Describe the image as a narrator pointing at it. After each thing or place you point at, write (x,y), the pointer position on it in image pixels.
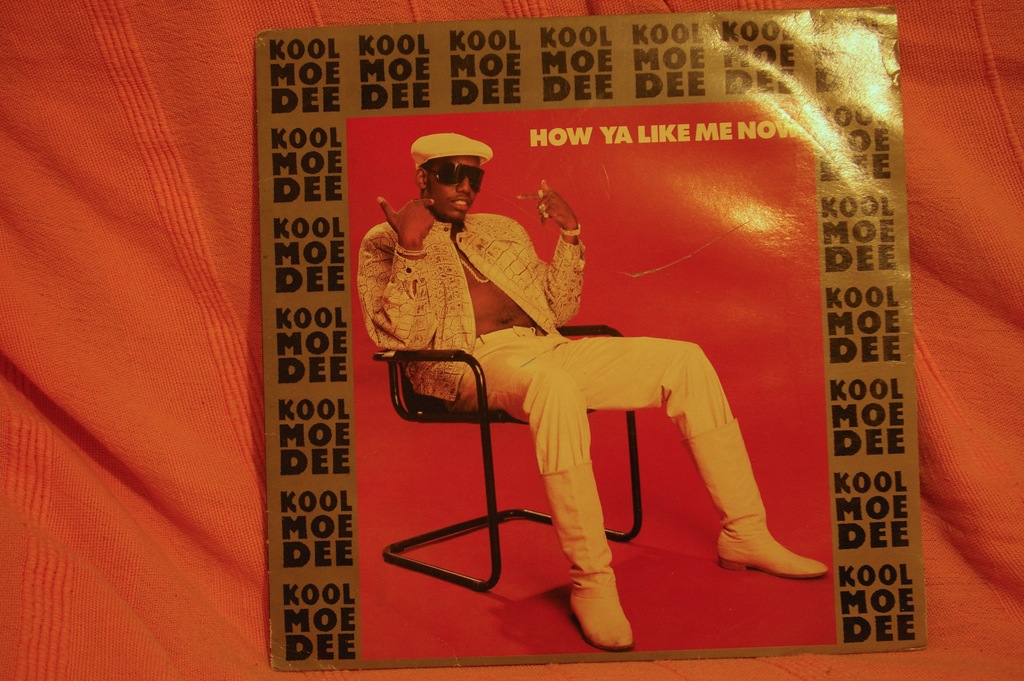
In this picture, we see a poster (641,235) in which man (423,302) in white blazer (520,292) is sitting on chair (405,412). He is even wearing white cap (453,148) and on the poster (619,129), we even see some text (564,136) written on it and this poster (369,119) is placed on orange color cloth (147,290).
